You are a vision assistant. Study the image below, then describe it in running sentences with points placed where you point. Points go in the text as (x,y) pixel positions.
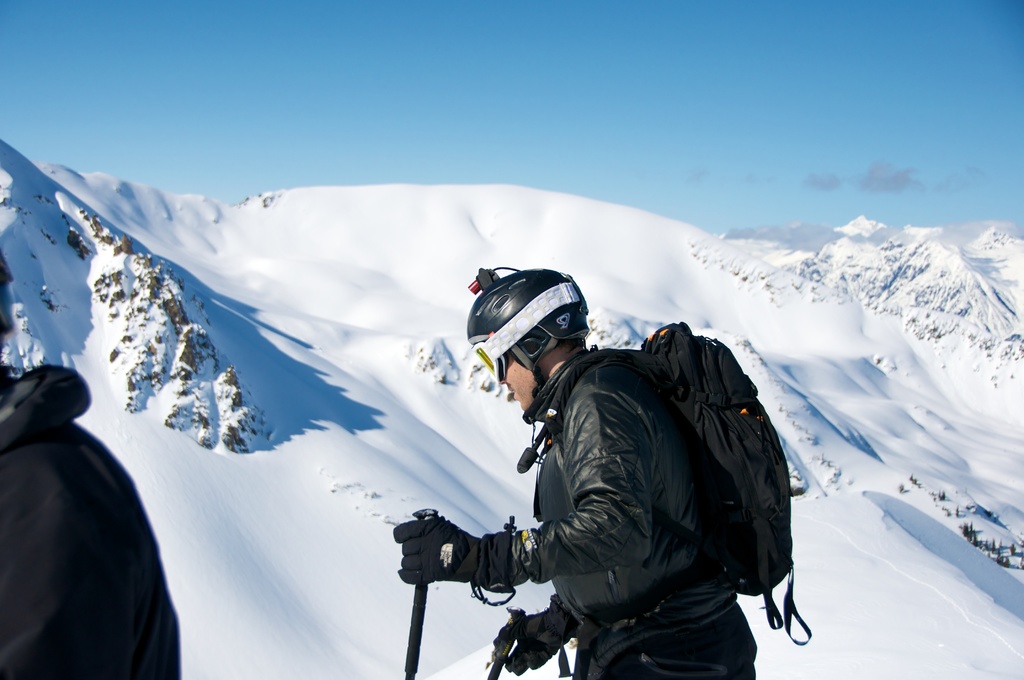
There is a person (606,442) wore gloves (436,549), helmet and bag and holding sticks (503,658) and we can see snow (602,215) and sky (643,103).
